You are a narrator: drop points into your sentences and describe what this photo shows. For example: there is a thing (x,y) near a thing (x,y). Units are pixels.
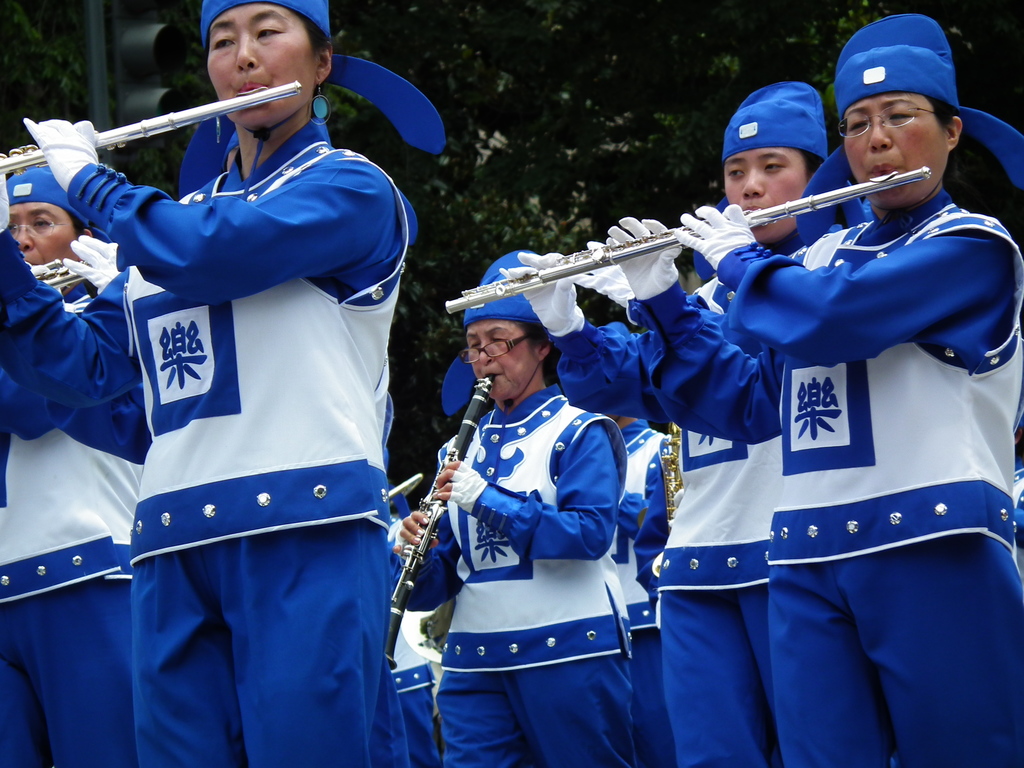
In this image, There are some people (844,607) standing and they are holding some music instruments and in the background (443,161) there are some green color trees (493,66).
